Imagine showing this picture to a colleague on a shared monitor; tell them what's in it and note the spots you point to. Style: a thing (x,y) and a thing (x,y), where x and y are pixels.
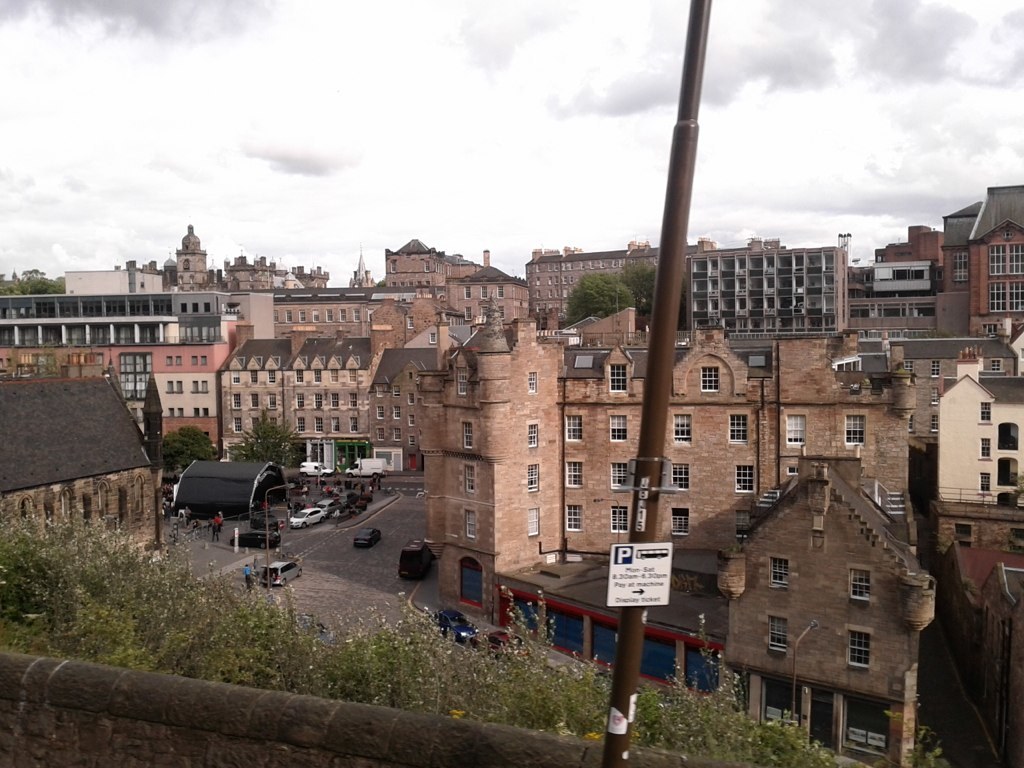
In this image at the center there are cars (363,534) on the road (328,557). In the background (438,433) there are buildings (325,399), trees (189,431) and sky (452,129).
